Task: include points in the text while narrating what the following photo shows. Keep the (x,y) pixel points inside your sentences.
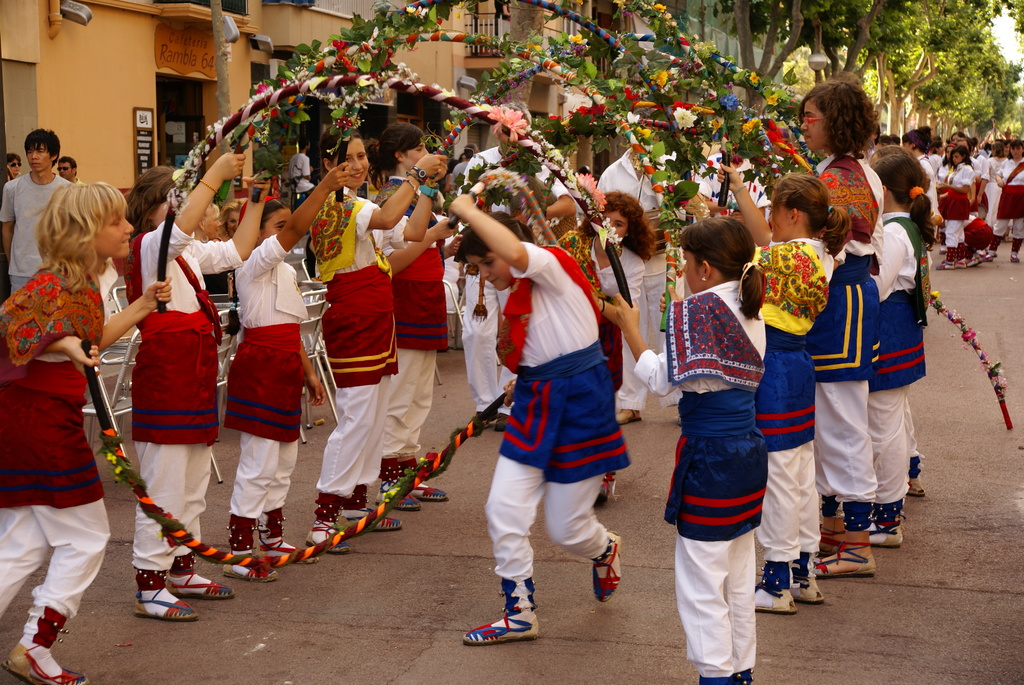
In this image there are many people (526,270) on the road (234,450). On the foreground (402,470) few girls (271,464) are holding decorated sticks (223,128). It seems like they are playing something. In the background (802,43) there are building (122,70), trees (922,47), lights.
